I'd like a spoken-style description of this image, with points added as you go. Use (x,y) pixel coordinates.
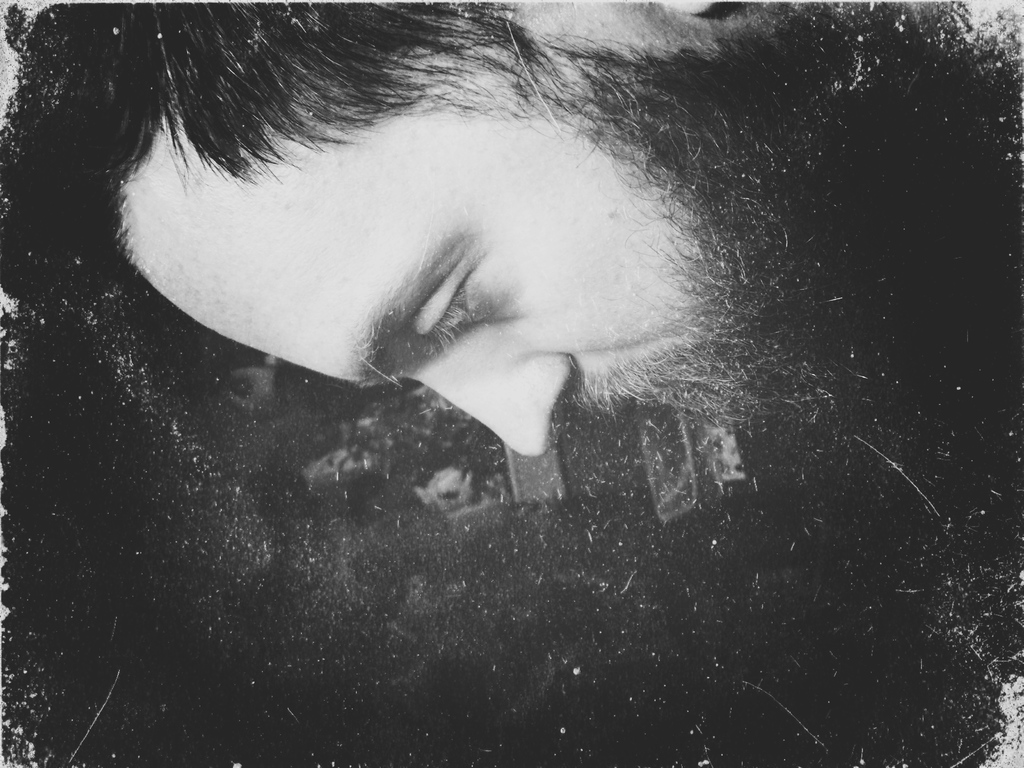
In this image we can see black and white picture of a person (442,273).
